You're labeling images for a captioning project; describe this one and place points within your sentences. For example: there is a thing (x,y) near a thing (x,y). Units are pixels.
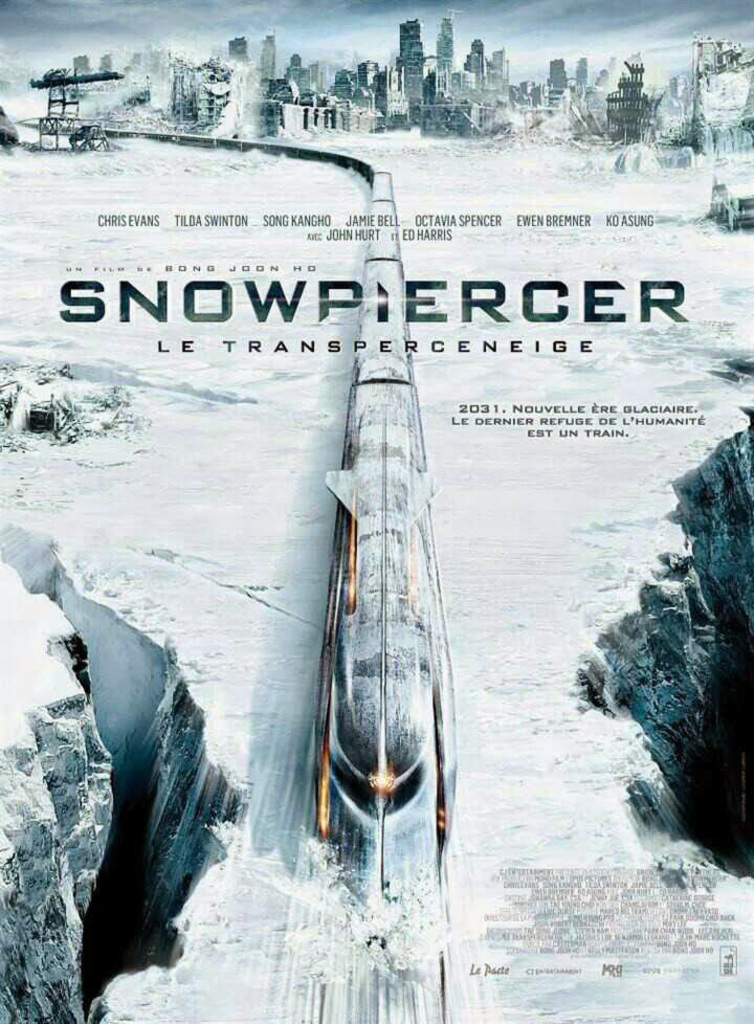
It is a poster. In the center of the image (400,407) there is a train (412,843). On both left and right side of the image (617,665) there are rocks (709,542). At the bottom of the image (410,875) there is snow (543,532). In the background of the image (485,128) there are buildings (487,86) and sky (610,15). There is some text (630,879) written on the image.
